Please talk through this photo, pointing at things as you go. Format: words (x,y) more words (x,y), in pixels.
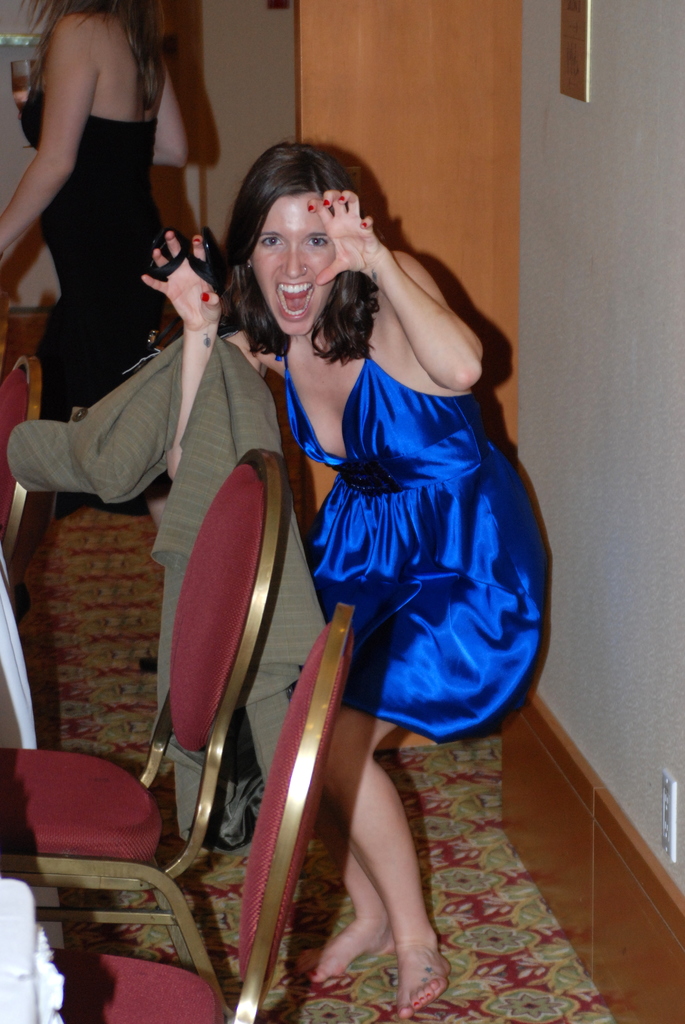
In this image I can see a person (400,833) standing wearing blue color dress (445,521). Background (107,270) I can see the other person (97,270) standing, holding a glass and I can see few chairs (19,392) in red color.
